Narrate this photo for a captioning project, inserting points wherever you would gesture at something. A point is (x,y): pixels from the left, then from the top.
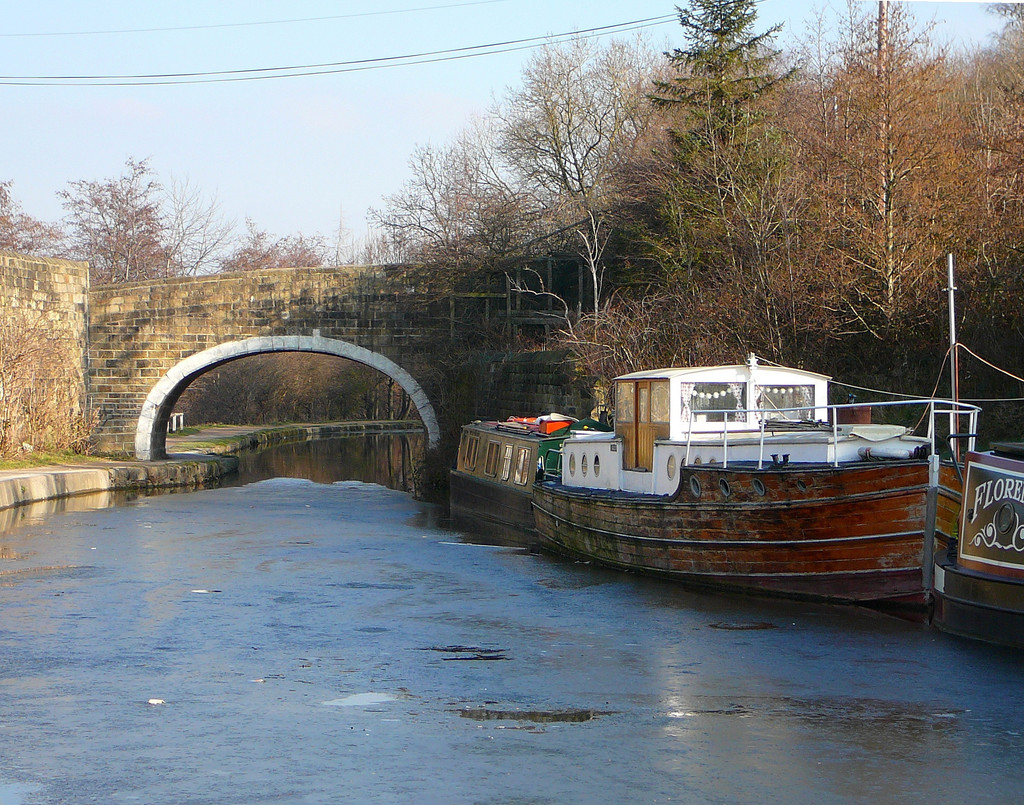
On the right side (823,406), there are boats (769,507) parked on the water (429,498), near trees (991,355). On the left side (131,459), there is footpath (7,474), near the wall (56,334). In the background (154,334), there is a bridge (262,334), which is built across the river (305,690), there are trees (585,203), there are electrical lines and there is blue sky (361,100).
